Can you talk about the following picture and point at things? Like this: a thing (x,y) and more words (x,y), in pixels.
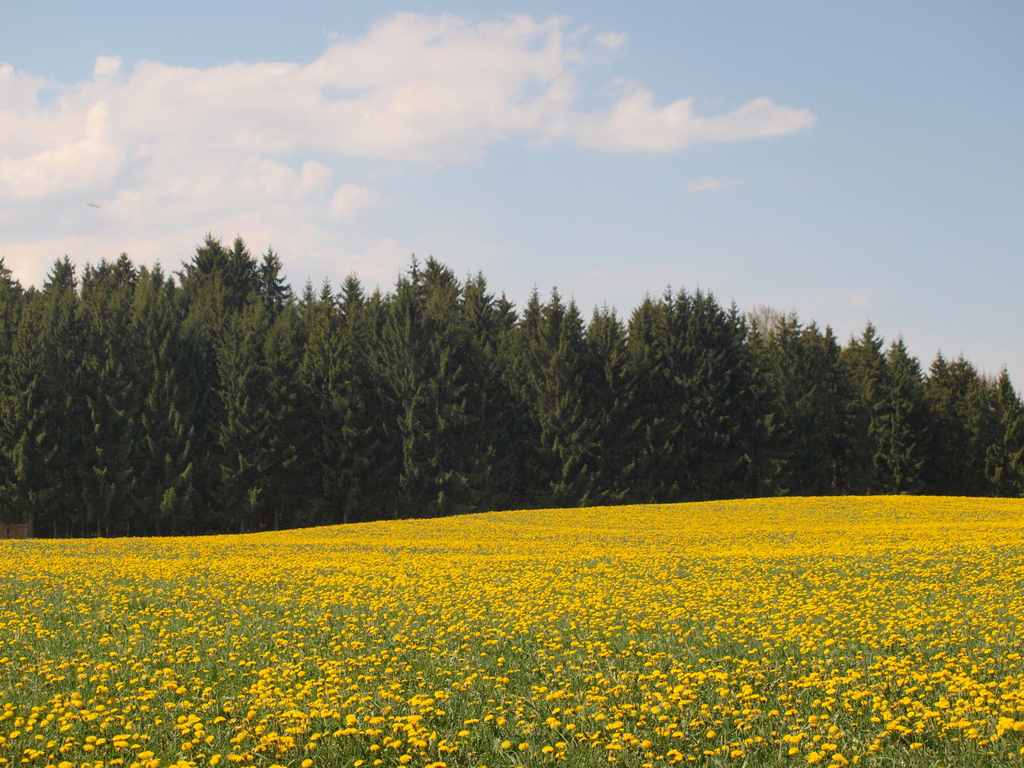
In the foreground of this image (404,636), there are yellow flowers (413,635) and the plants (661,714). In the middle (482,416), there are trees (783,406). At the top (784,60), there is the sky (854,51) and the cloud (406,56).
